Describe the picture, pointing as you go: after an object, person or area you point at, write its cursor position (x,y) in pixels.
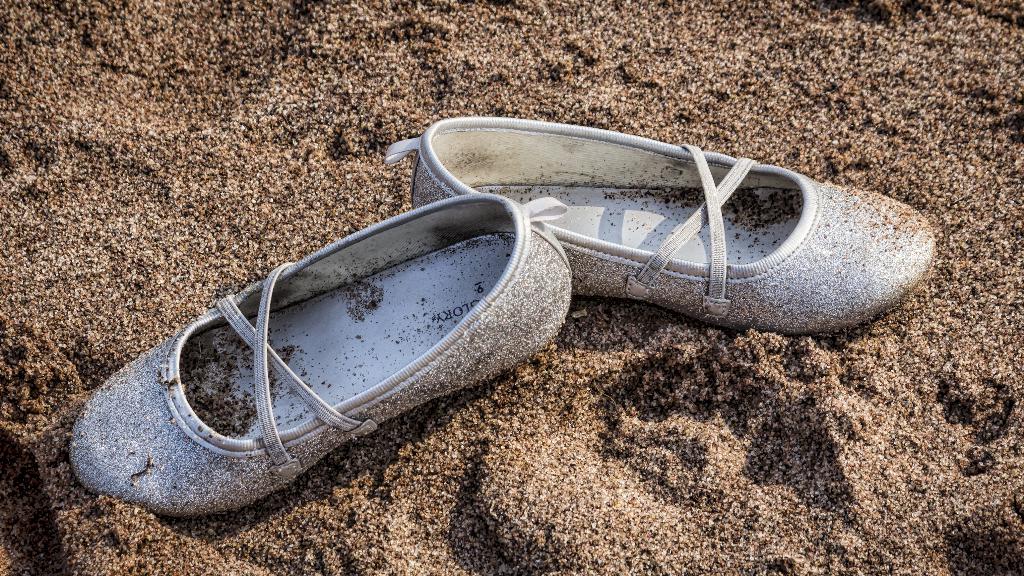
Here in this picture we can see a pair of shoes (472,233) present on the ground (364,218) over there.
